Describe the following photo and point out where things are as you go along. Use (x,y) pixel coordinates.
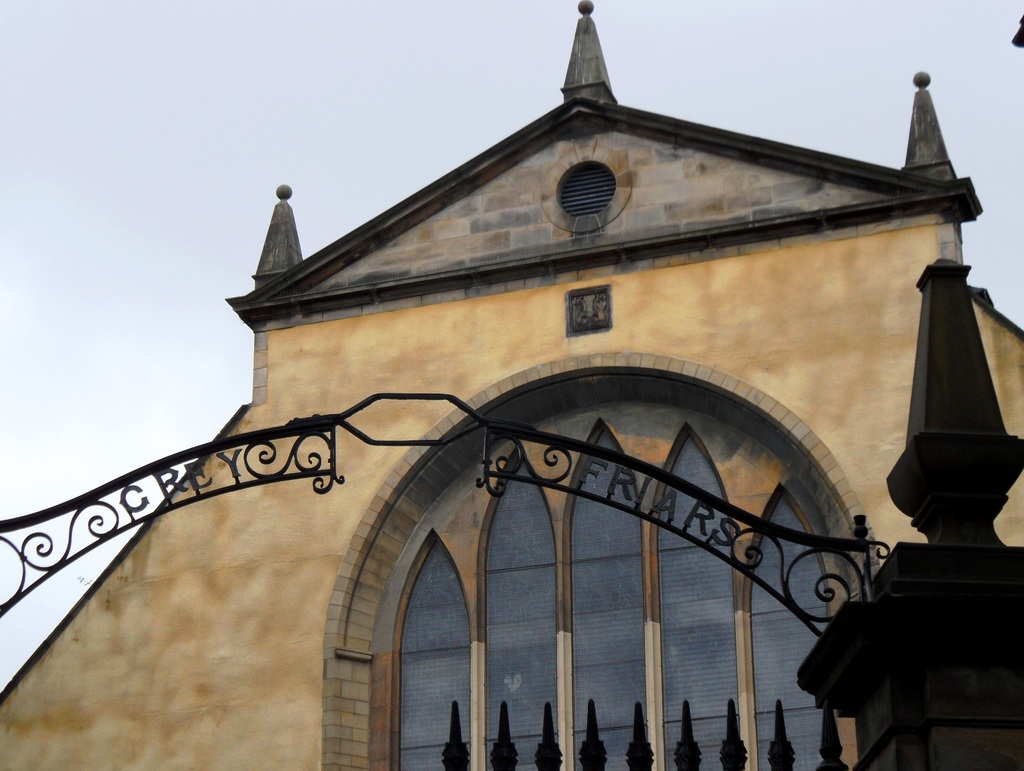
In this image there is an arch (596,496) in the middle (667,508). In the background (697,266) there is a building (682,323) with the glass windows (622,640).
